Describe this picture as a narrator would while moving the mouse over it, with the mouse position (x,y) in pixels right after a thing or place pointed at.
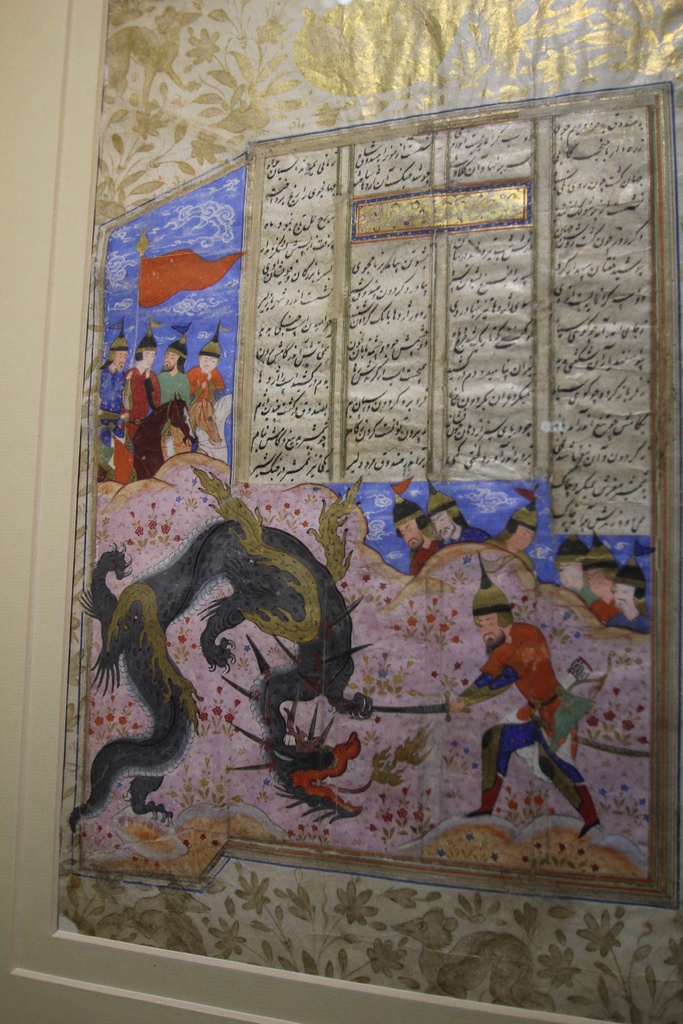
In this image there is a painting (398,542) of persons (559,782) and an animal (370,711) on the paper (337,625).
